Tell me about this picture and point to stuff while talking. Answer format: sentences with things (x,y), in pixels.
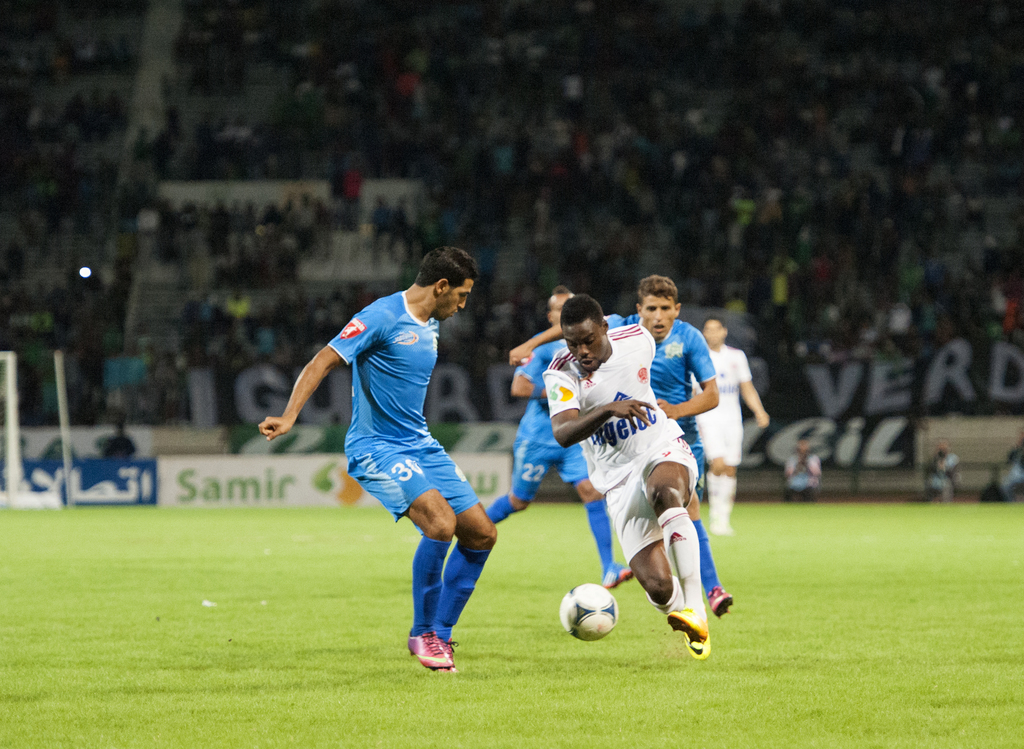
In this image I can see group of people (611,482) playing game. In front (428,512) the person (354,382) is wearing blue color dress (448,553) and the ball (591,617) is in white color, background (92,503) I can see few banners (97,485) attached to the poles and I can see few people (505,254) sitting.
